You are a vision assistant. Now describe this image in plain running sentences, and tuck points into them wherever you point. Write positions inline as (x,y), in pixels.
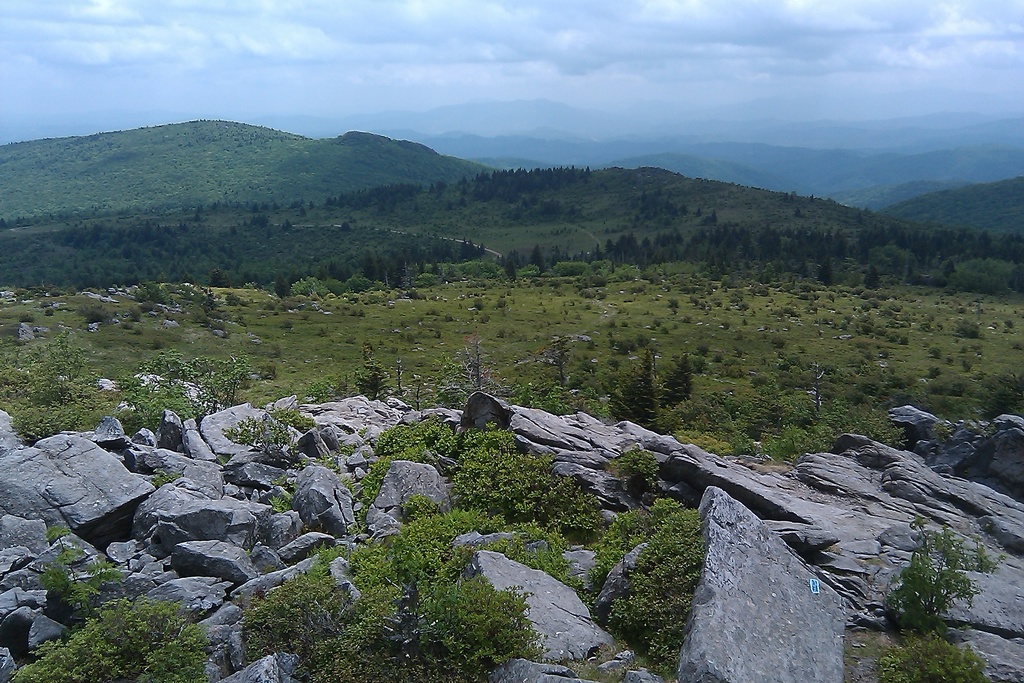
In this picture we can see stones (408,468) and grass (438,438) on the ground (477,421) and in the background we can see trees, mountains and the sky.
